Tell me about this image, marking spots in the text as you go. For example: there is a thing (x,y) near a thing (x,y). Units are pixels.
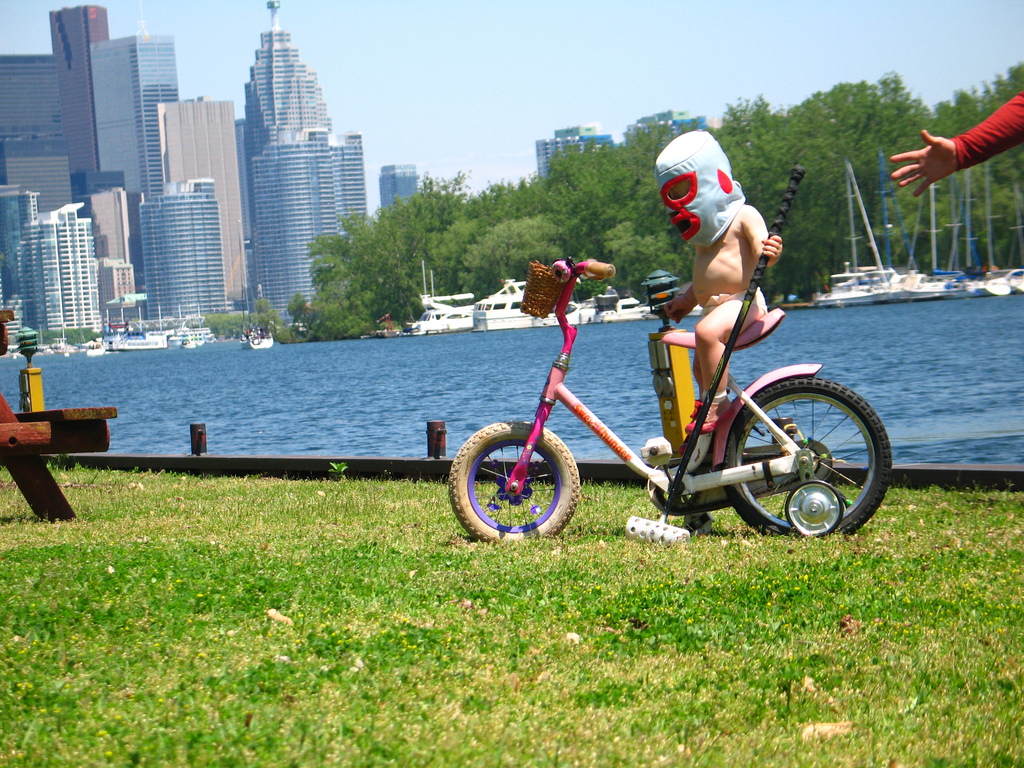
In this image we can see a baby (761,313) sitting on the bicycle (788,500). On the right (951,161) we can see a person's hand (931,166). At the bottom (281,627) there is grass (475,634). In the background (350,418) we can see water (324,396) and there are boats (592,299) on the water (495,345). There are trees (865,134), buildings (128,141) and sky (467,67).
